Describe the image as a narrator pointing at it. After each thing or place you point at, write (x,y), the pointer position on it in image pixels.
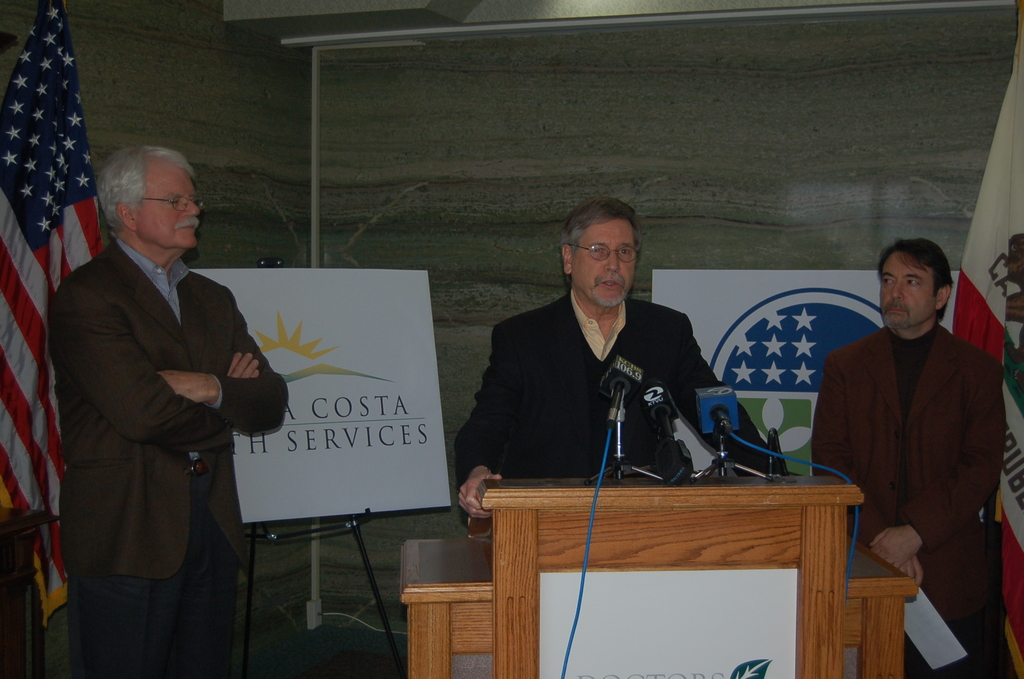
In this picture we can see three men (168,245) where one man (516,377) is standing at podium (555,478) and talking on mic (630,383) and other two men (840,376) are looking at him and in background (488,161) we can see wall (410,243), poster (386,322), banner (844,279), flag (43,97).
